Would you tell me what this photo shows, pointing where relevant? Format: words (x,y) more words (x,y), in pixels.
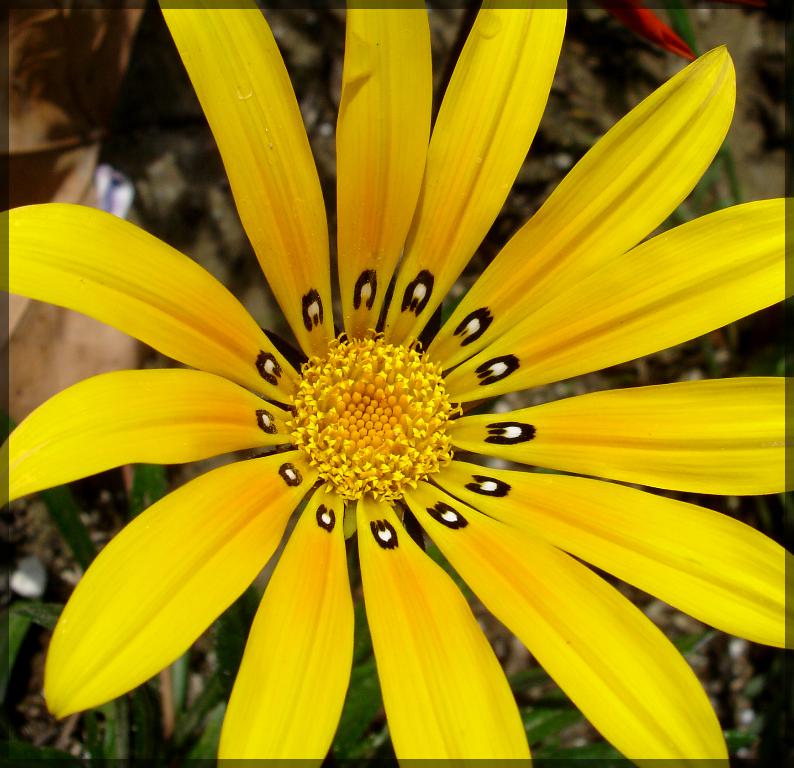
In this image, we can see a yellow color flower (536,651).
